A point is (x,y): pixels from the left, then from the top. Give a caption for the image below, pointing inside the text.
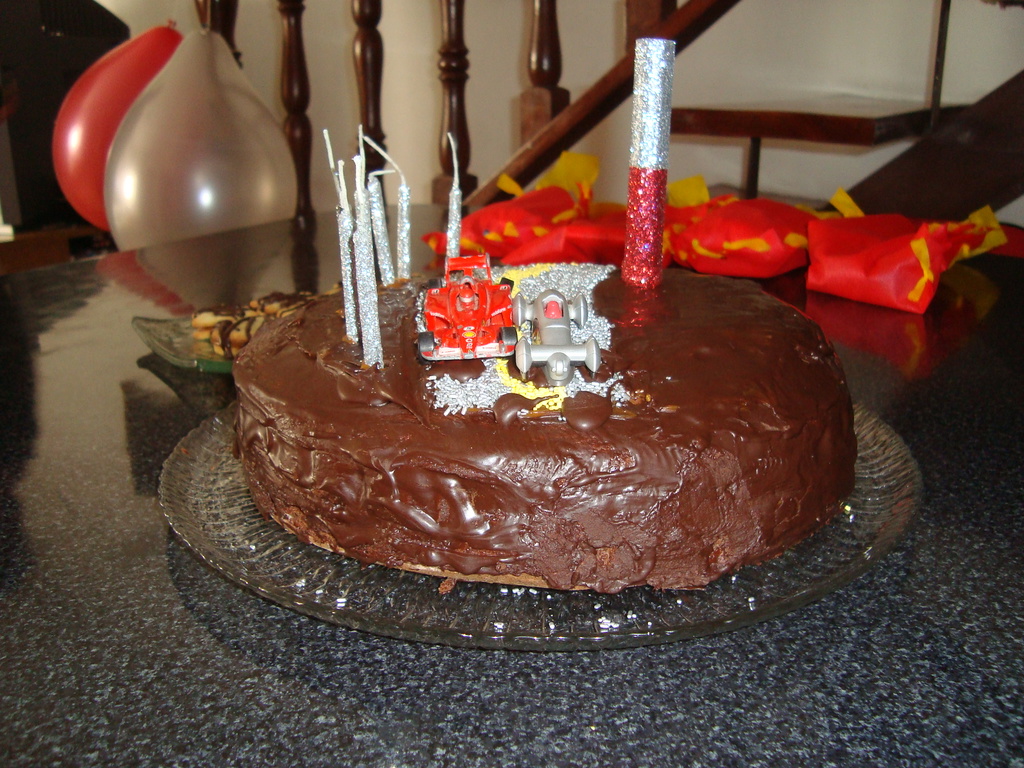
In this image there is a table (163,270) and we can see a cake (363,475), trays (228,472), packets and some food (219,330) placed on the table (176,654). In the background (228,197) there are balloons (158,153) and we can see stairs (763,137). There is a wall (421,88).
